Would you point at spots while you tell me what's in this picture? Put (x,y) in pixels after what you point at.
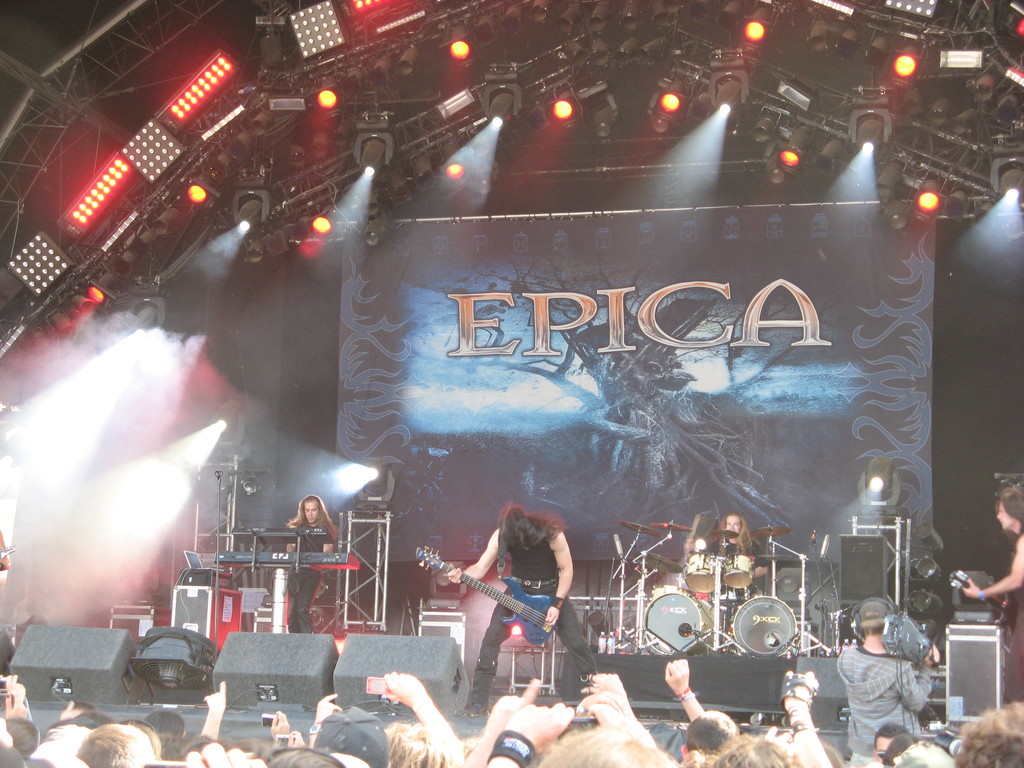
There is a music band (498,608) on the stage (593,589) who are playing a concert. There is a guy (315,522) who is operating a piano (225,562). There is another one who is operating guitar (540,600). And in the right side (719,551) there is a guy (738,529) who is playing drums (700,590). And from the down audience (530,739) are enjoying their concert. There are some lights (65,263) and smoke (127,346) in the background (484,88).
